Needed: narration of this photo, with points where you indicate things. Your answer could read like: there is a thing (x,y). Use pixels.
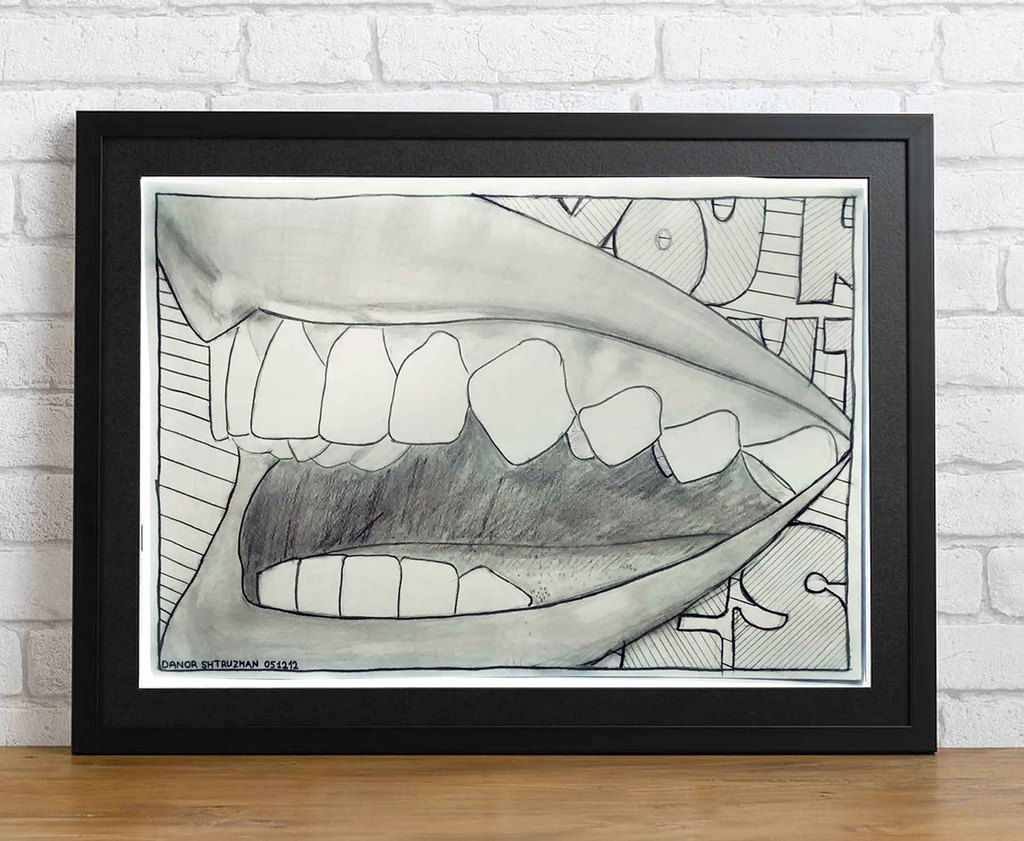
In the image we can see there is a photo frame (443,564) kept on the table (412,771) and there is a drawing (616,523) of human mouth (556,434). The drawing (522,359) in the photo frame (87,243) is in black and white colour. Behind there is a white colour wall (488,88).
